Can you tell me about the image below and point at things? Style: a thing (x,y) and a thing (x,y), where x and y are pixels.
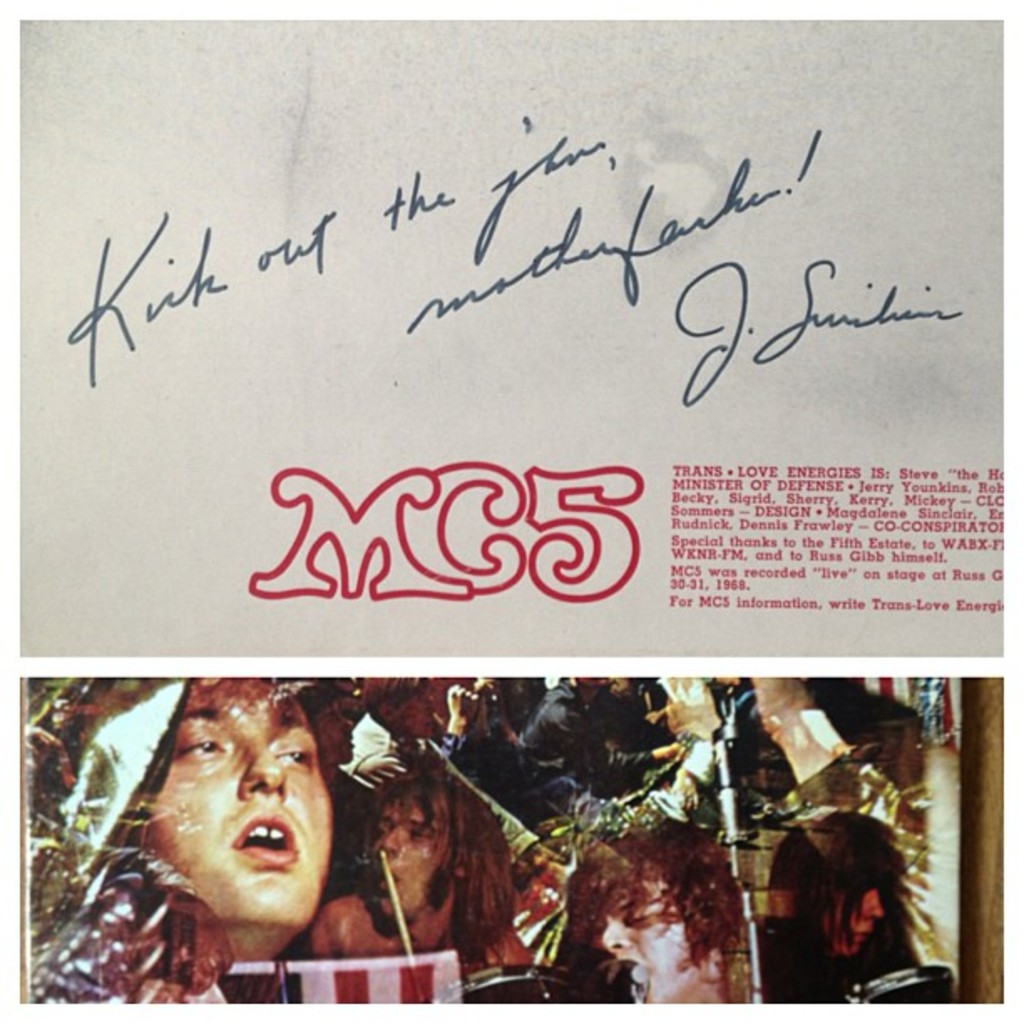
In this image we can see texts (869,320) written on a paper (498,447). At the bottom (390,788) we can see few persons (436,835) and objects (309,996).
